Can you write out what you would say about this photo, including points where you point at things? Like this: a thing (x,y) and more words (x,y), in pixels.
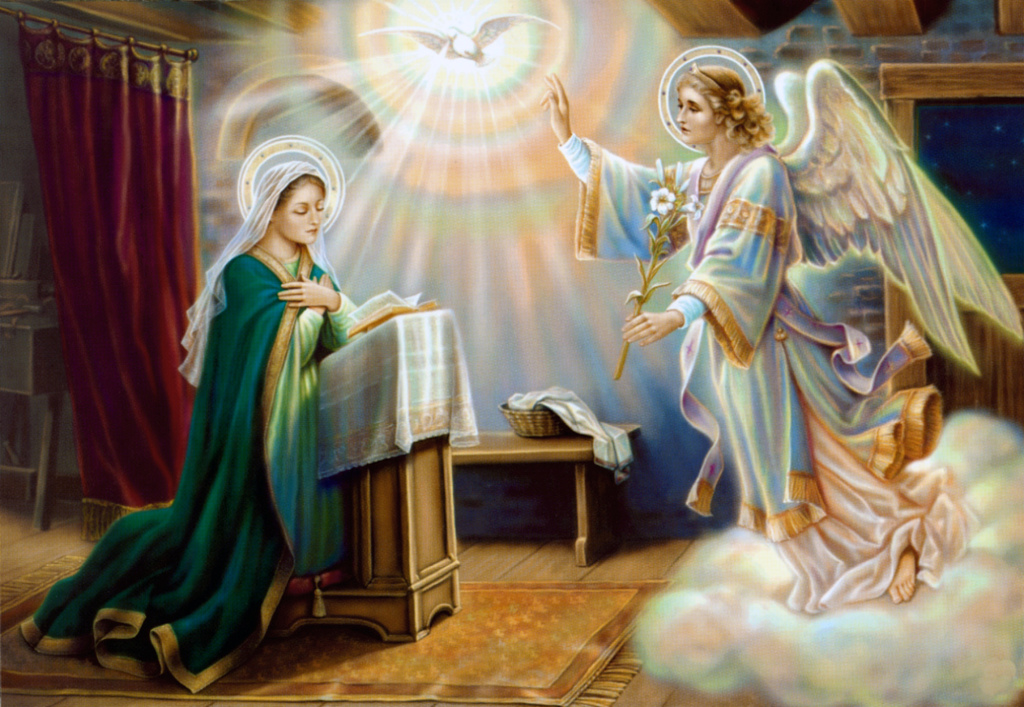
In this picture I can see there is a woman (323,344) sitting on the floor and she is wearing a green dress (267,475) and there is an angel (755,284) she is wearing a white dress (838,371) and there is a window (969,195) on to right (985,197) and a table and a basket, on the table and there is a curtain (89,196) on to left (59,182).
